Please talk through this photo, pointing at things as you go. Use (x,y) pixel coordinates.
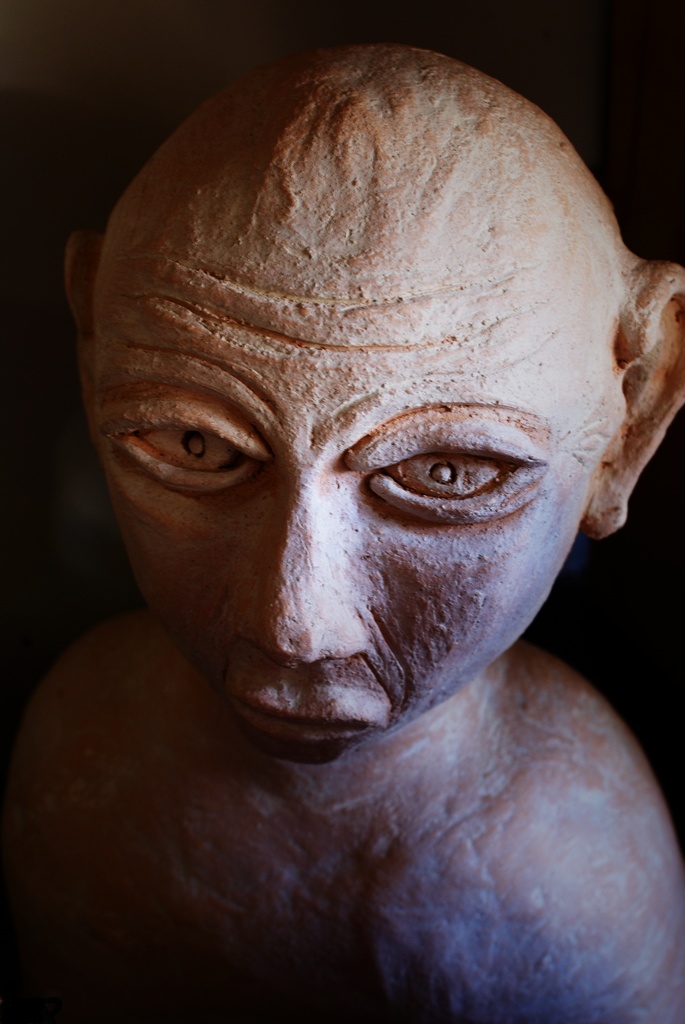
In this picture I can see the statue (416,708) of a man (416,708). In the back (643,688) I can see the darkness (640,684).
